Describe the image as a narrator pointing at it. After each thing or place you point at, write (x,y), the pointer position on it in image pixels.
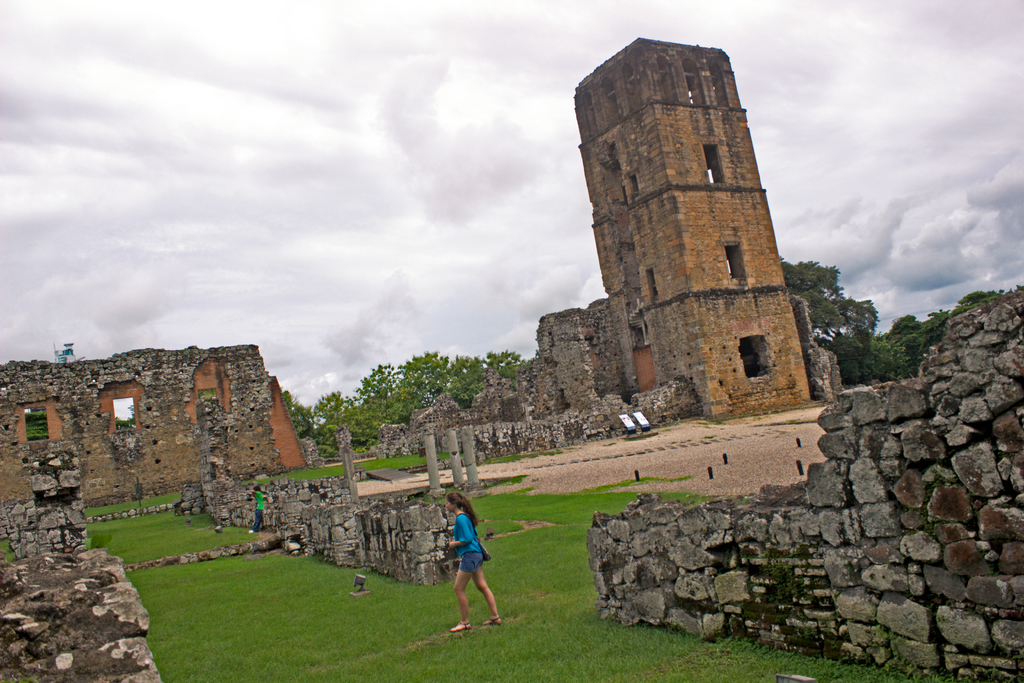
In this picture there are buildings (691,249) and there are two persons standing on the grass (491,653). At the top (471,64) there are clouds (452,72). At the back (844,297) there are trees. At the bottom (589,525) there are boards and there is grass (531,547) and sand (670,437).
